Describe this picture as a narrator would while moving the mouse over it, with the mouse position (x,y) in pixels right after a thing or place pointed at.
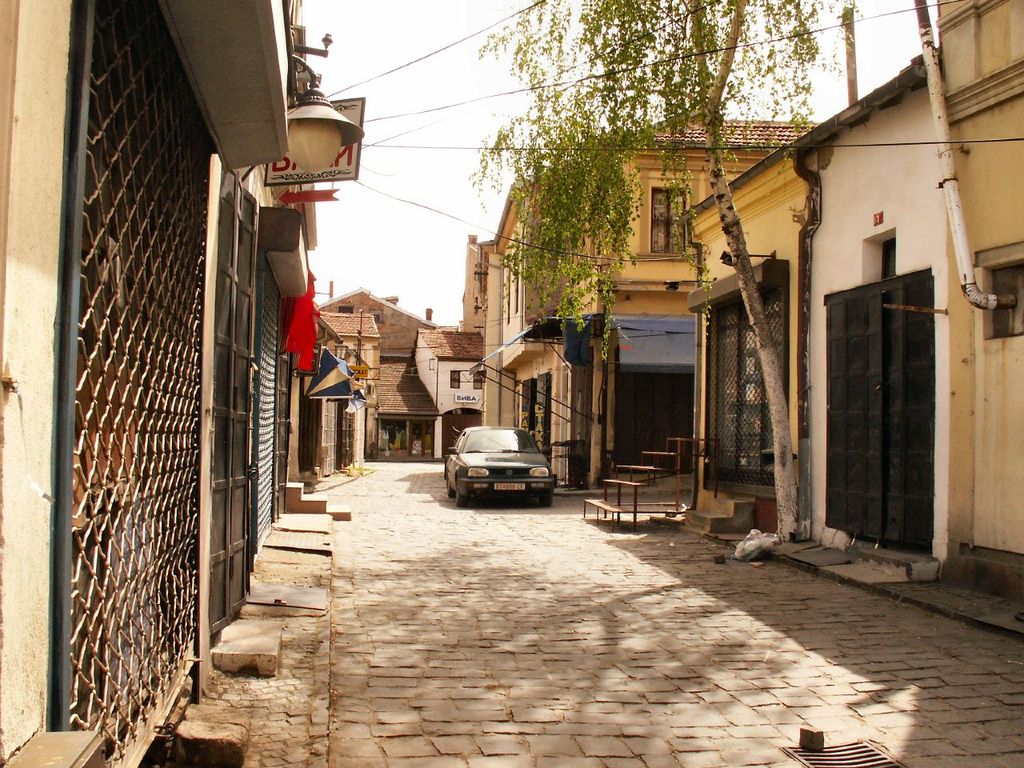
This image consists of a car (500,466) parked on the road (515,573). To the left (217,367) and right there are houses (30,291). To the right (684,99), there is a tree (623,142). At the top (449,71), there is a sky (426,23). At the bottom (483,714), there is a road (538,708).
